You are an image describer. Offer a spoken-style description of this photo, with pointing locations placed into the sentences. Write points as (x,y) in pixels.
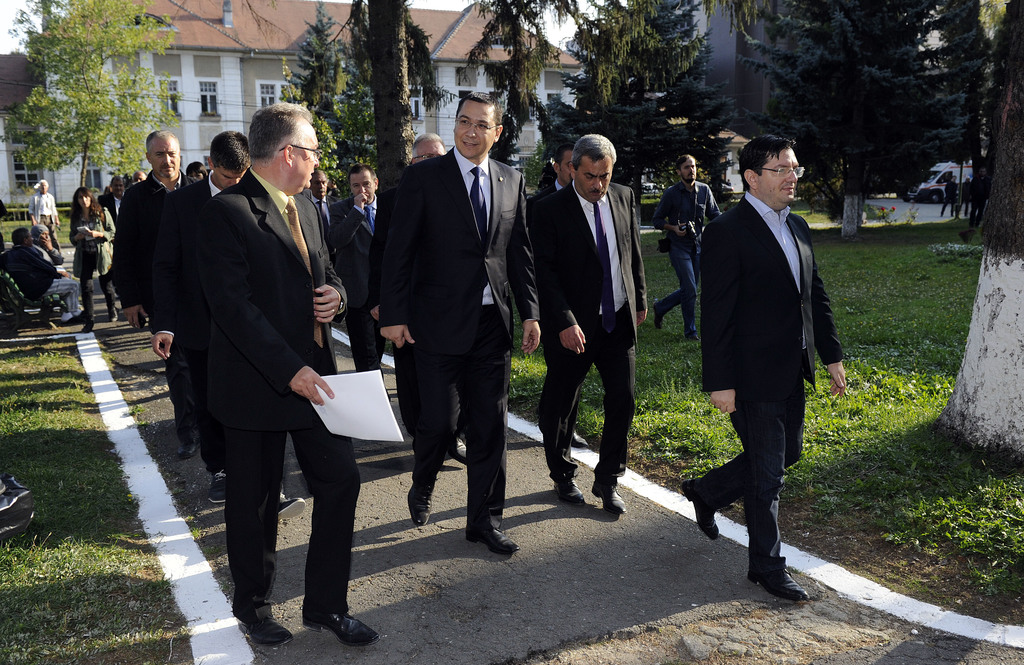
In this picture we can able to see some persons (500,468) walking on the way (644,615), and there are some trees (813,72) behind them, and two persons (39,264) sitting on the bench (22,300), we can able to see a building (429,43) behind these persons (612,268), and a person (676,246) walking with a camera (693,240), and here a person (346,445) is holding some papers (344,417).
